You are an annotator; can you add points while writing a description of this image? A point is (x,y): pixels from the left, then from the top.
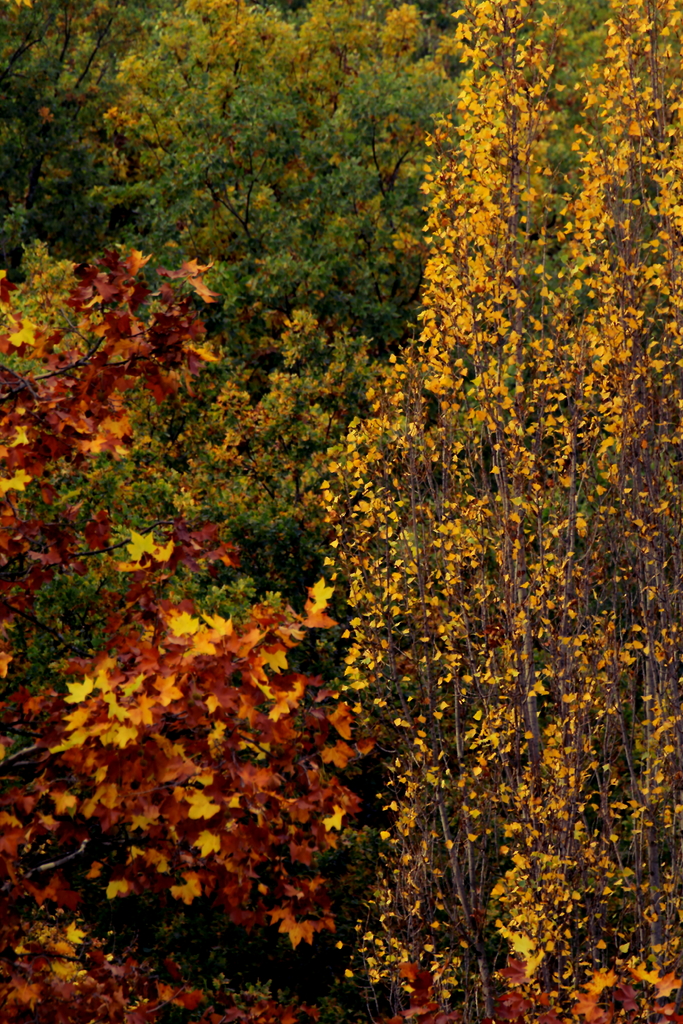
This image consists of some trees (220,695). Here I can see the leaves (246,742) in different colors.
